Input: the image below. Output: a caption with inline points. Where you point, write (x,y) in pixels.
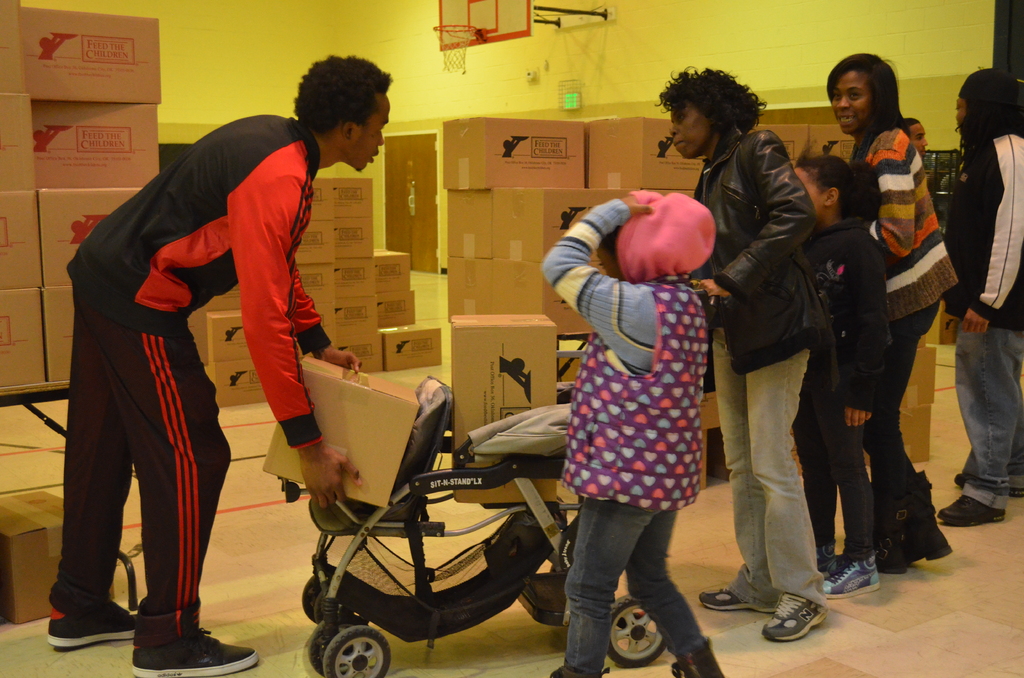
In this image I can see number of persons (162,217) are standing on the floor (831,607) and I can see a stroller (466,562) which is black and grey in color on the ground (489,527). In the background (463,200) I can see number of cardboard boxes (487,259) which are brown in color, the yellow colored wall (649,49), the basket ball goal post (488,33) and the door (399,167) which is brown in color.
